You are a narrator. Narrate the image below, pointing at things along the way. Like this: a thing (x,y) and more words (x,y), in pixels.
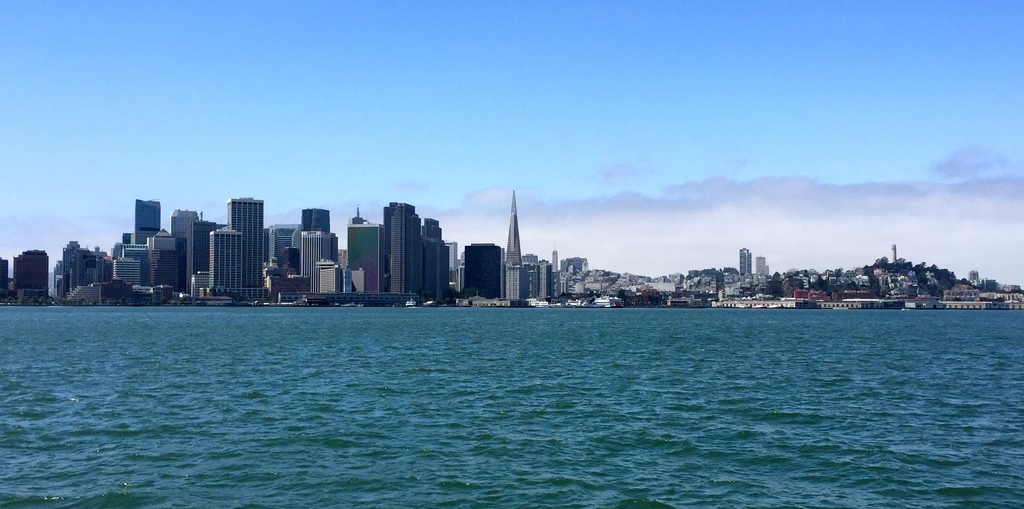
In the picture I can see water (425,456) and there are buildings (523,273) in the background (871,294).
